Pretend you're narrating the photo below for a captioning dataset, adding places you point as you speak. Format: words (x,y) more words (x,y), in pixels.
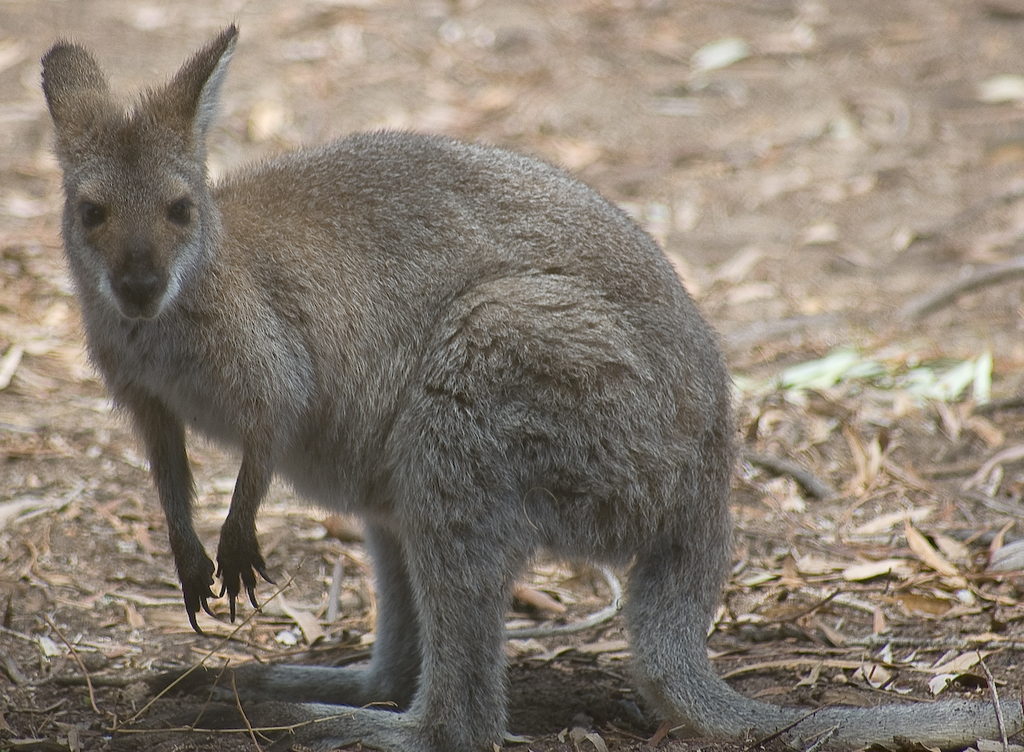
In the foreground (297,265), I can see an animal (120,383) on the ground (748,376) and dried grass (852,583). This picture might be taken in a forest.
